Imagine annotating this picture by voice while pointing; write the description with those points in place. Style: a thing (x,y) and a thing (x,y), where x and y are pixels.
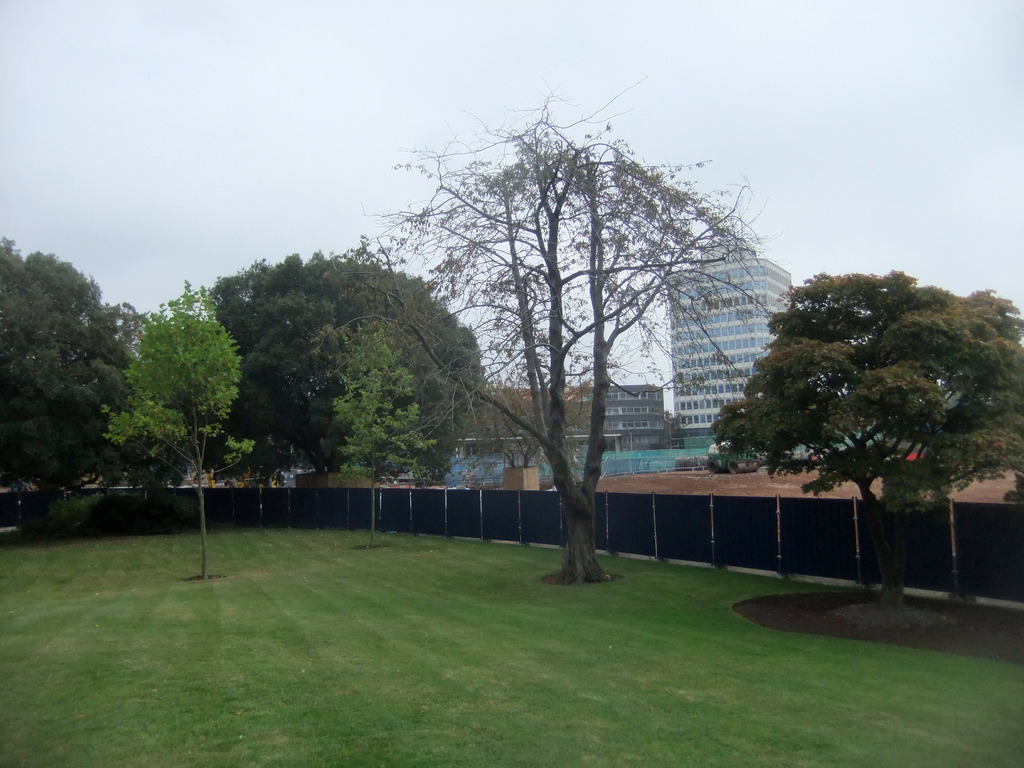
This image consists of green grass (415,623) on the ground (545,638). In the background (512,342), there are many trees (1005,368) along with the buildings (693,341). At the top (248,123), there is a sky (262,123).
